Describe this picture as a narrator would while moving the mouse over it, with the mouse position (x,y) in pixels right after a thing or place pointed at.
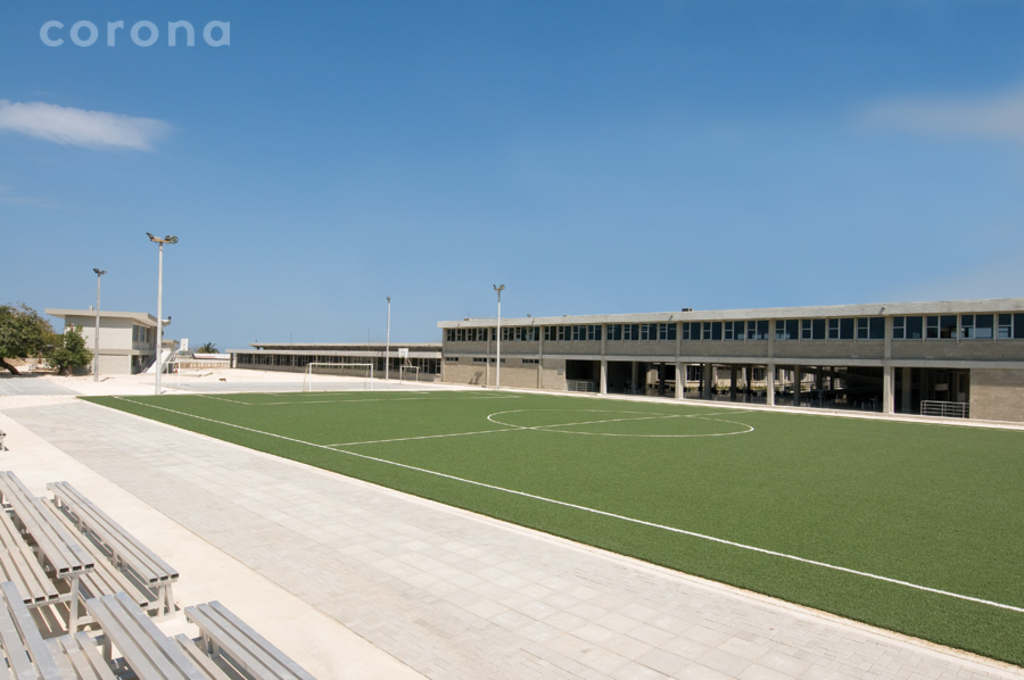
In this image there are benches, lights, poles (388,355), football net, foot ball court (464,415), stadium (1004,315), trees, and in the background (262,199) there is sky (522,128) and a watermark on the image.
